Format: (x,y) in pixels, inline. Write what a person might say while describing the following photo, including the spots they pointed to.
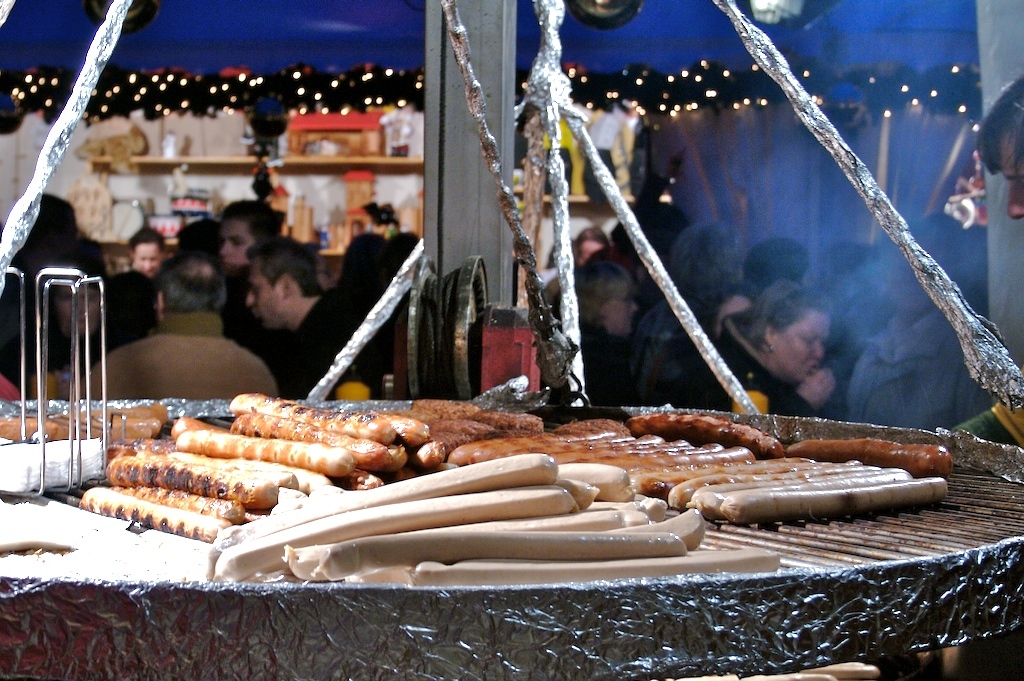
In this picture I can see the sausages (358,440) on the grill (767,484) and in the background (230,275) I can see number of people (759,330) and I can see the lights (15,91). I can also see that it is blue color on the top of this picture (281,17).
